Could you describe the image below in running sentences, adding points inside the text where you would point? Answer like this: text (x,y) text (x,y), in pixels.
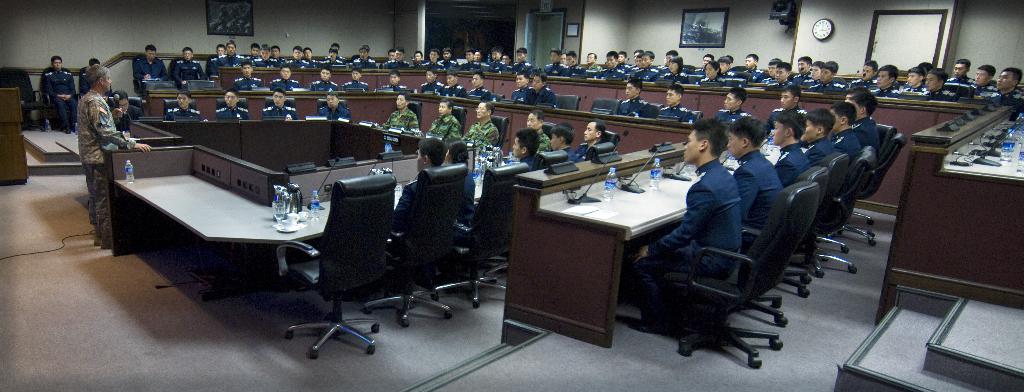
In this picture there are different types of tables (324,195) and chairs (380,211) where all the people (632,103) are sitting and the one who is left side of the image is addressing the people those who are sitting in a room (199,195), it seems to be a conference meet or an organisation.
